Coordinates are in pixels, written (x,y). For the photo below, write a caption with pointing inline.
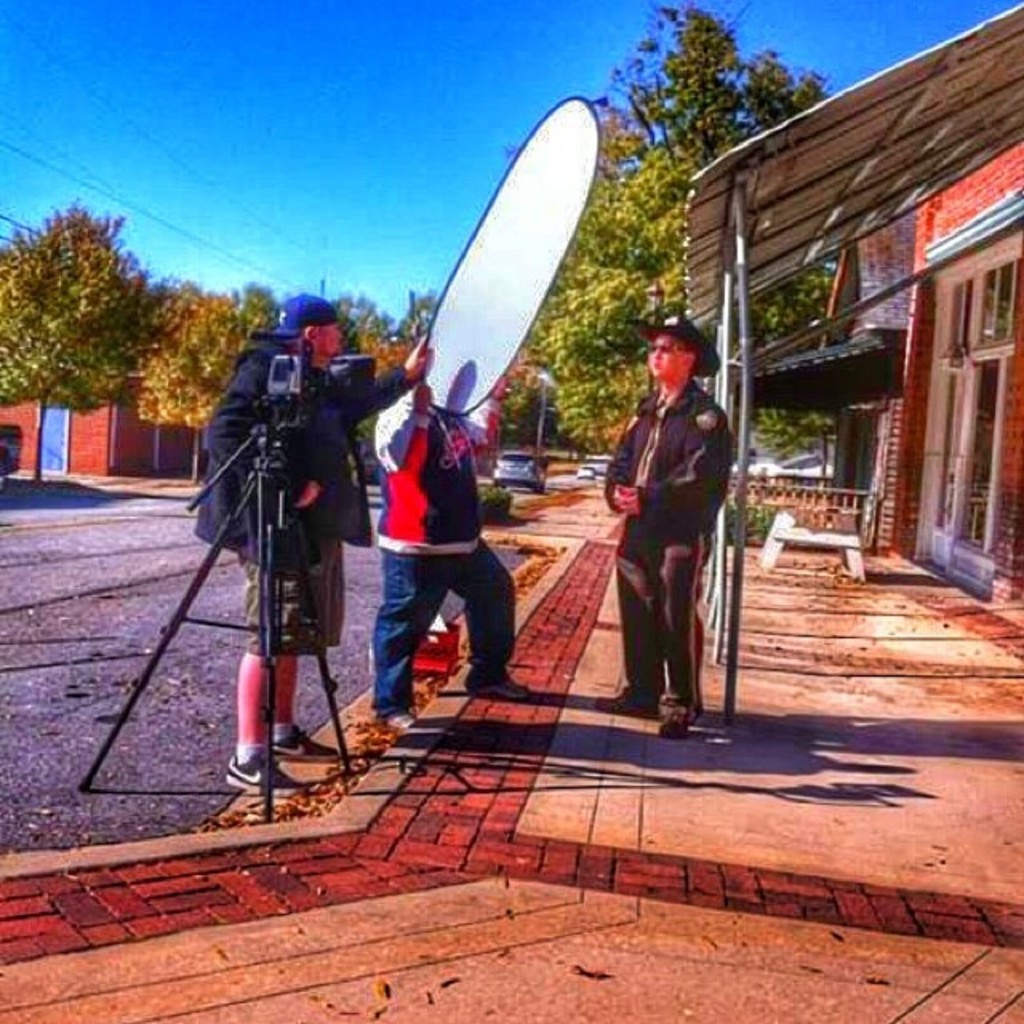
Here we can see three persons (492,674) and there are cars (509,459) on the road (141,560). There is a camera (300,400). In the background (600,364) we can see trees (773,303), house (1008,535), and sky (461,205).
